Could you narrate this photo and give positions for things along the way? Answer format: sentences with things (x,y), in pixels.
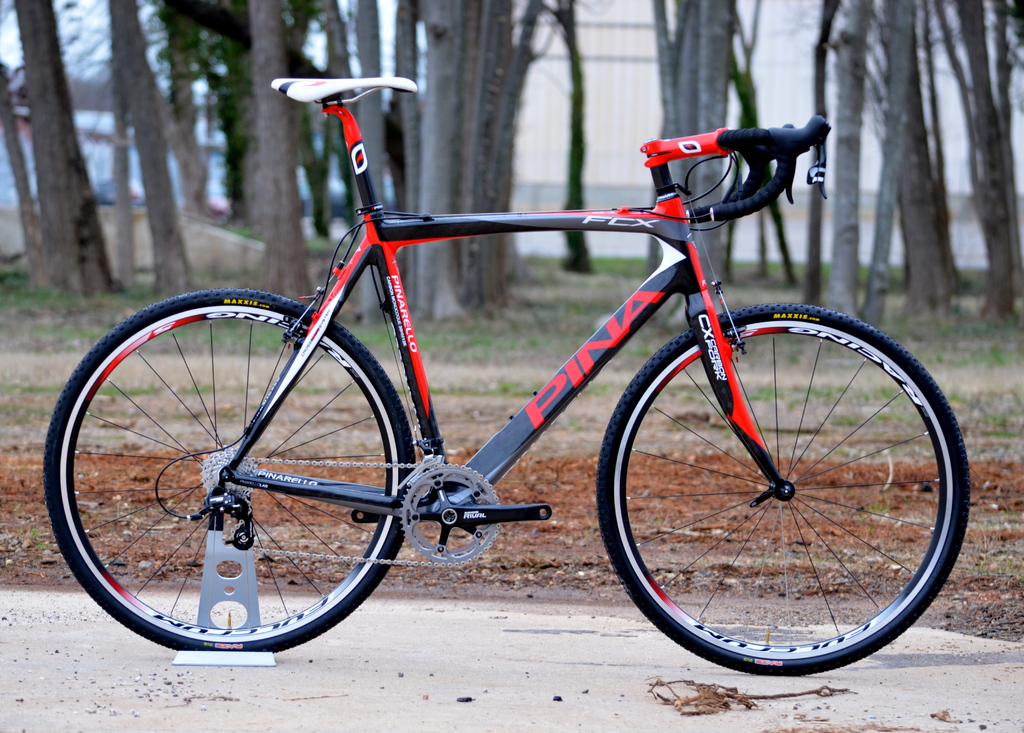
This is bicycle (597,355), these are trees (529,31).
